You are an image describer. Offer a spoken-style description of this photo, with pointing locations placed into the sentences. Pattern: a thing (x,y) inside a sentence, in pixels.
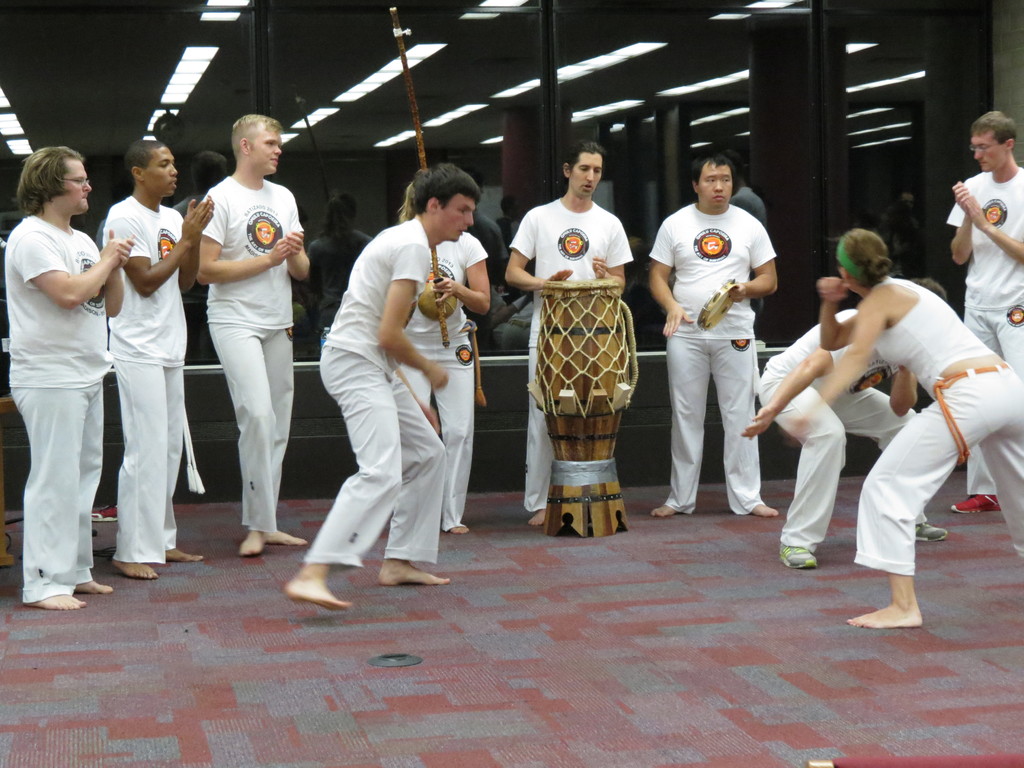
Here in this picture we can see a group of people (949,363) standing over a place and they are practicing martial arts over there and the man (580,245) in the middle (584,292) is playing drums (623,364) present in the middle (564,459), on the floor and we can see lights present on the roof (620,26).
